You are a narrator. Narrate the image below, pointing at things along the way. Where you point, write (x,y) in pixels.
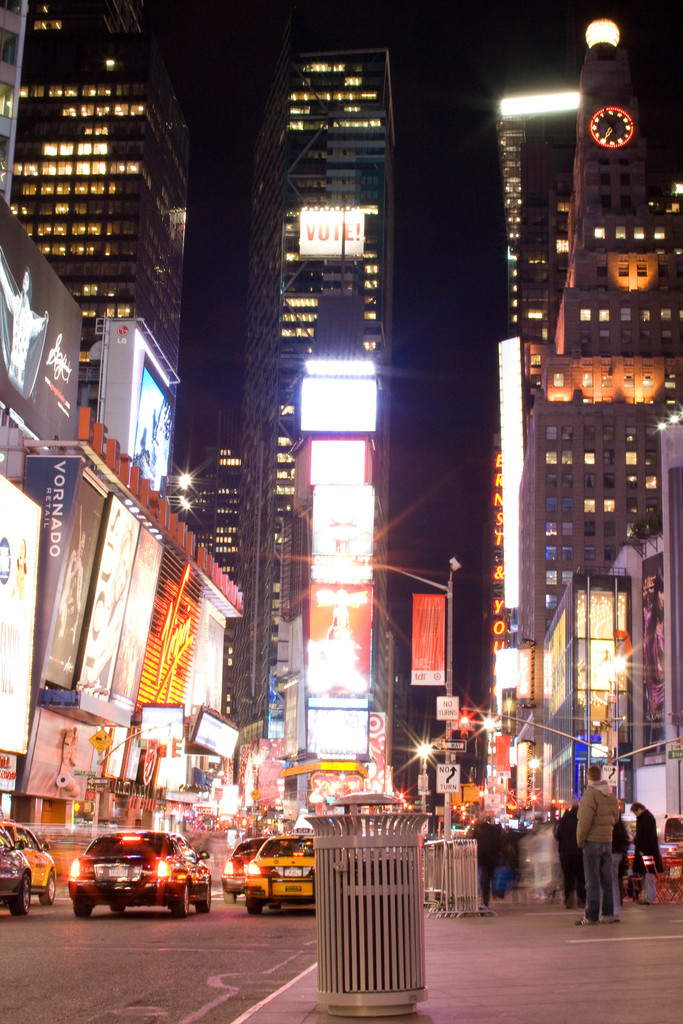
This is the picture of a city. In this image there are vehicles (11,837) on the road (93,972) and there are group of people (622,837) on the footpath (455,990) and there are dustbins (411,836) and poles (533,777) on the footpath (437,946). At the back (609,259) there are buildings (681,555) and there are boards (9,526) on the buildings (359,263) and there is a clock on the building (615,50). At the top (249,43) there is sky (158,3). At the bottom (198,955) there is a road (198,955).
